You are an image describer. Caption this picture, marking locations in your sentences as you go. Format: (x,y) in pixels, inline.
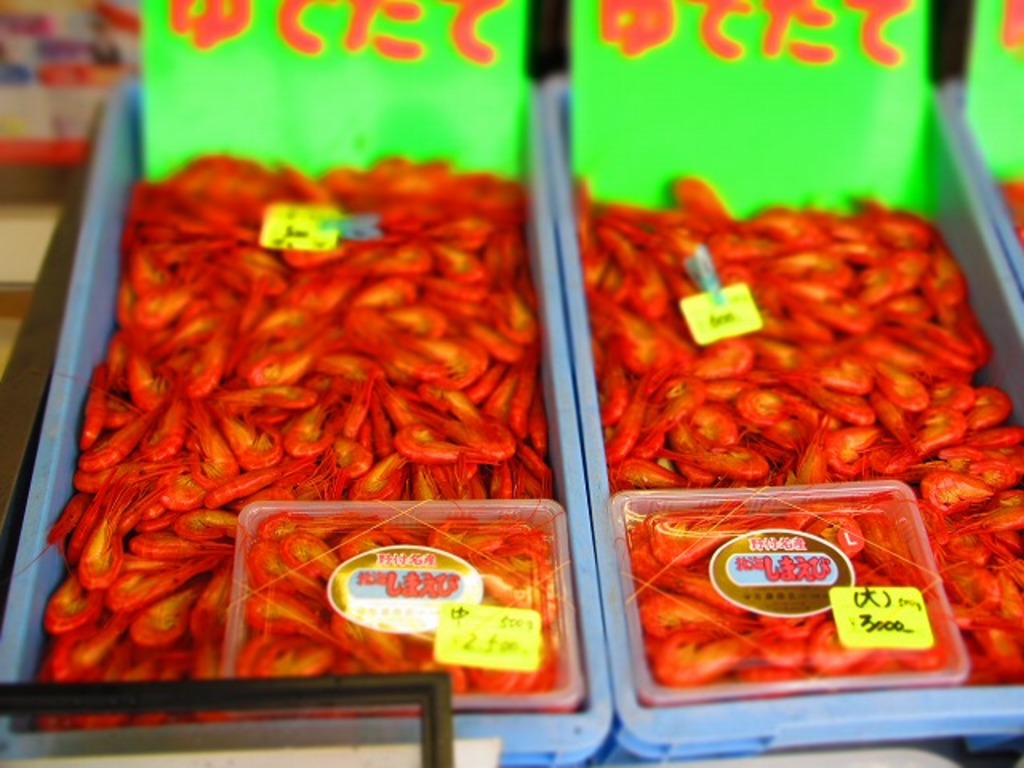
In this image we can see boiled prawns (644,465) in the containers (408,574) along with their price tags (852,596).
